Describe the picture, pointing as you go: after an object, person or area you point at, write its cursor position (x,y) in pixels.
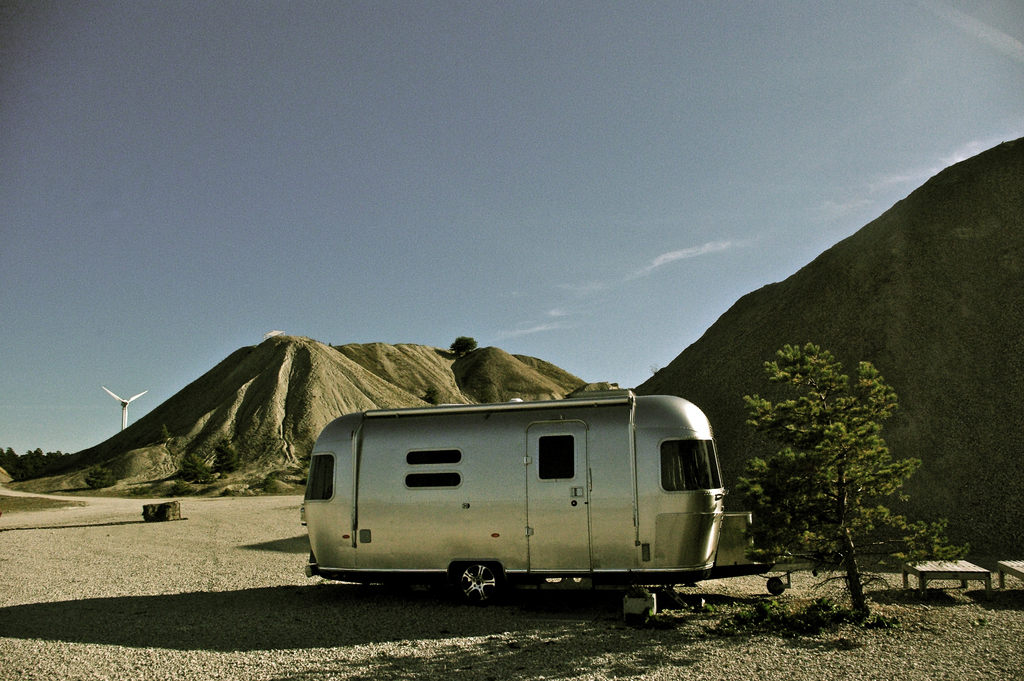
In this image in the center (480,436) there is one vehicle (590,476), and at the bottom (188,566) there is sand (930,586) on the right side (861,484) there is one tree (859,558) and some benches (907,563). In the background (243,348) there are some mountains (902,280) and a fan (128,415), on the top of the image (498,142) there is sky (918,91).
